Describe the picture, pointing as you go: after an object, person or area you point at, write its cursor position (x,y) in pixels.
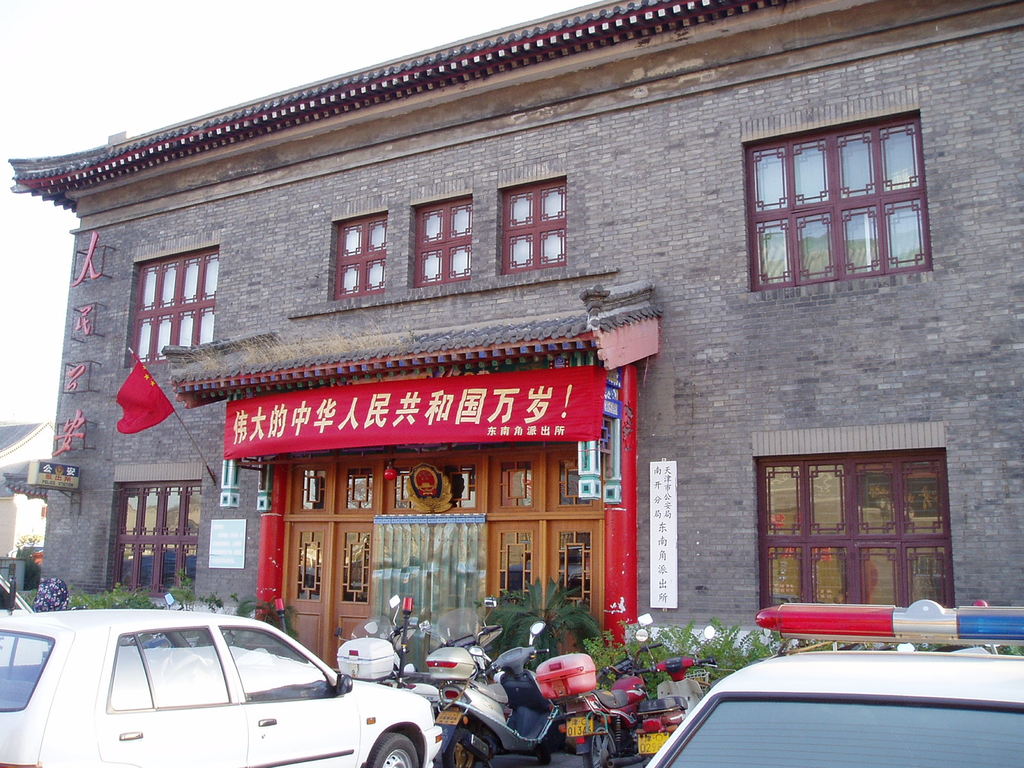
In this image can see houses (874,408), plants (540,630), windows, doors (309,551), vehicles (366,726), motorcycles (433,687), there are carriers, posters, banner (333,429), with some text (356,420) written on it, also we can see the sky (177,112) and the flag (141,411).
